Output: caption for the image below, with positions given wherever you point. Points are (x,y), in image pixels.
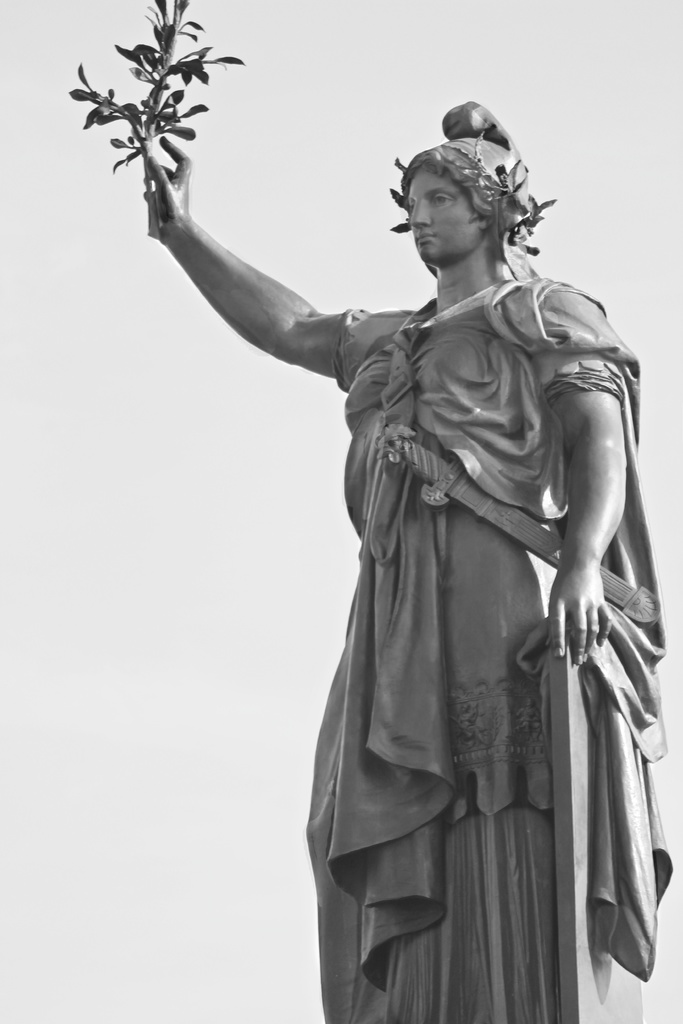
In this picture we can see a statue of a person (357,313) holding a plant (128,157) with hand (186,167) and in the background (312,955) we can see white color.
